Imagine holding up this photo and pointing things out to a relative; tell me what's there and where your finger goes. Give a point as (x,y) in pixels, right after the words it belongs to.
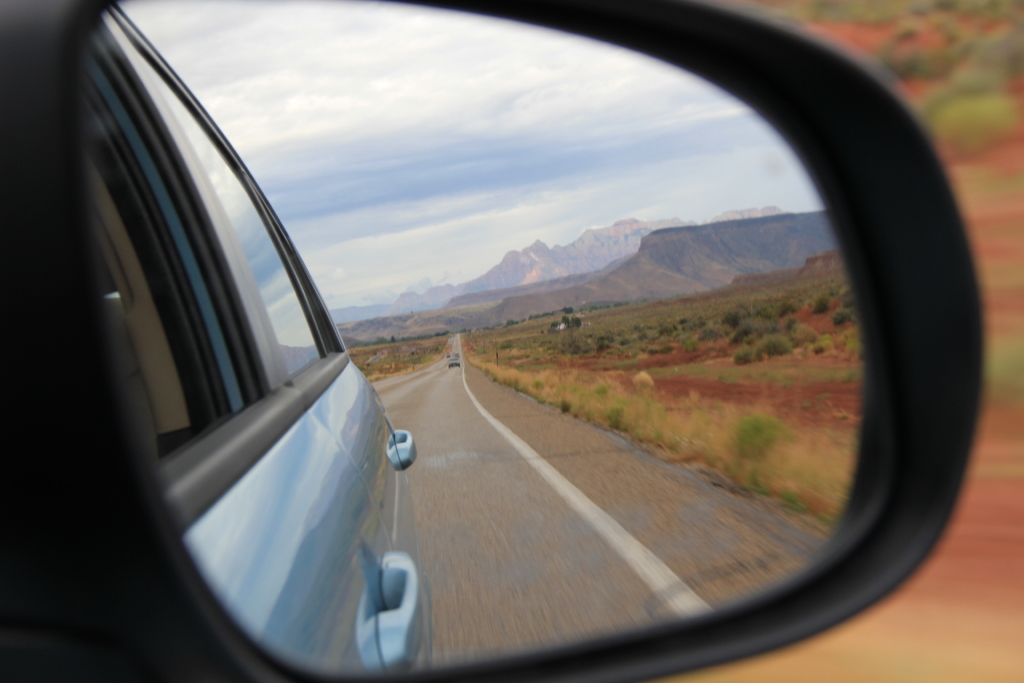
In this image we can see a mirror images of vehicles (395,463) on the road (425,497), plants (776,343), grass (681,421), mountains (592,301), also we can see the sky (413,162).
